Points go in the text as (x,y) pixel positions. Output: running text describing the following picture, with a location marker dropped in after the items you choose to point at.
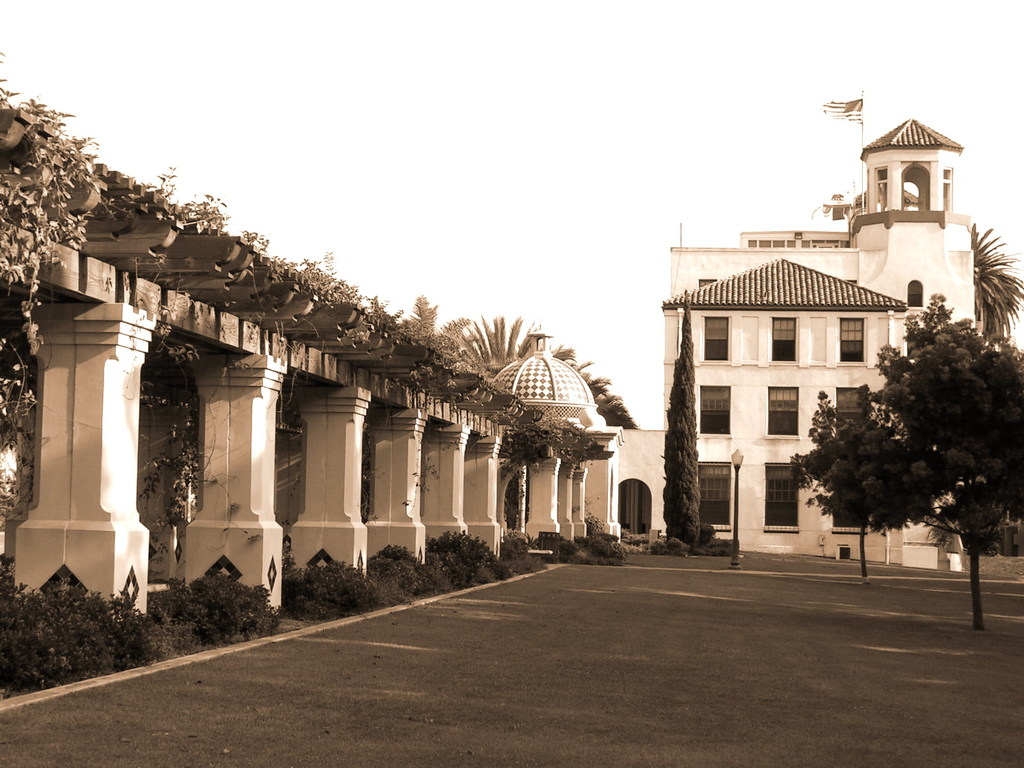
On the left side of the image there are plants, behind the plants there are pillars (204,359). On top of the pillars (204,359) there is a wooden roof top (211,264) with leaves (313,289) on it. In the background of the image (744,390) there is a building (715,306) with a flag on it, a dome (563,388), trees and lamp post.
